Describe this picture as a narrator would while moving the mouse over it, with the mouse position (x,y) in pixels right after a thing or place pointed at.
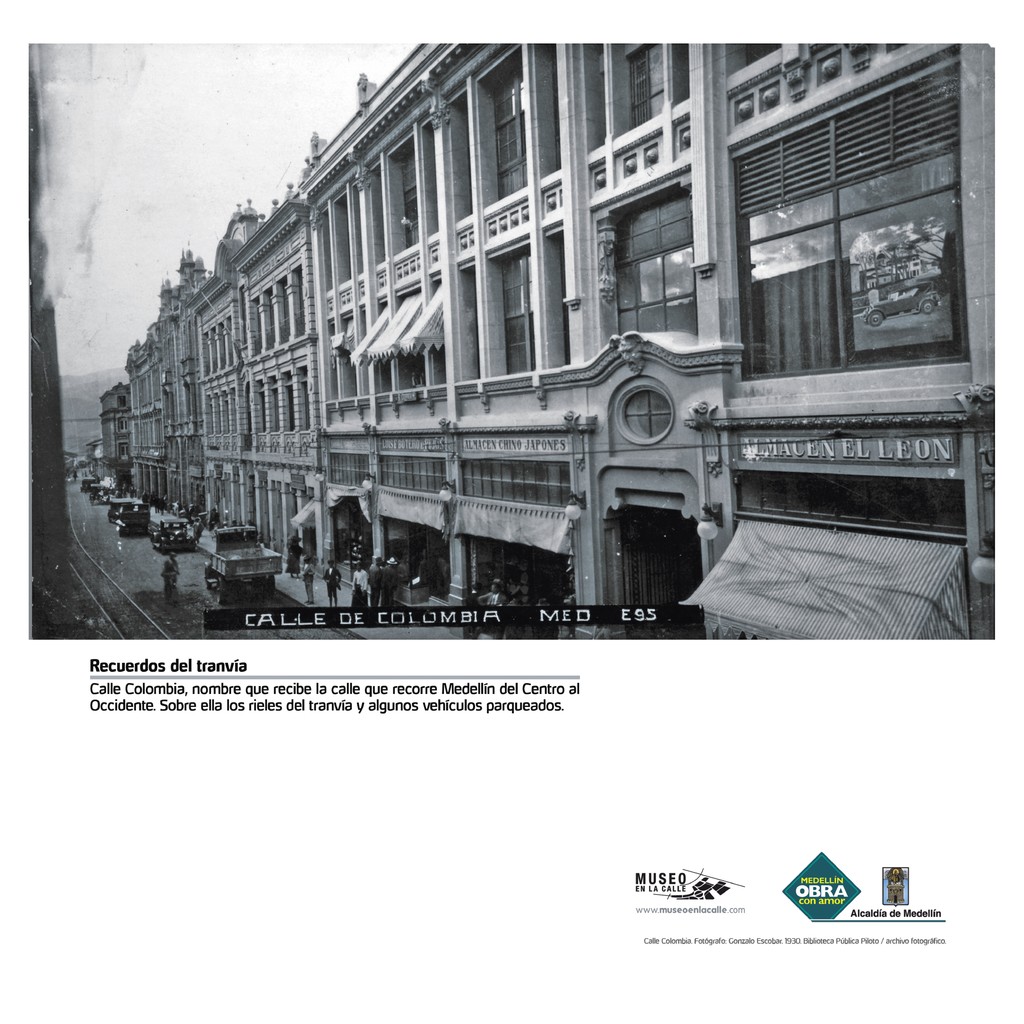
This image consists of a poster (547,607). In the middle (504,478) there are buildings (450,465), vehicles (255,568), people (365,575), text (468,617), sky (234,135), hills (98,424). At the bottom (667,874) there is a text (721,910).
